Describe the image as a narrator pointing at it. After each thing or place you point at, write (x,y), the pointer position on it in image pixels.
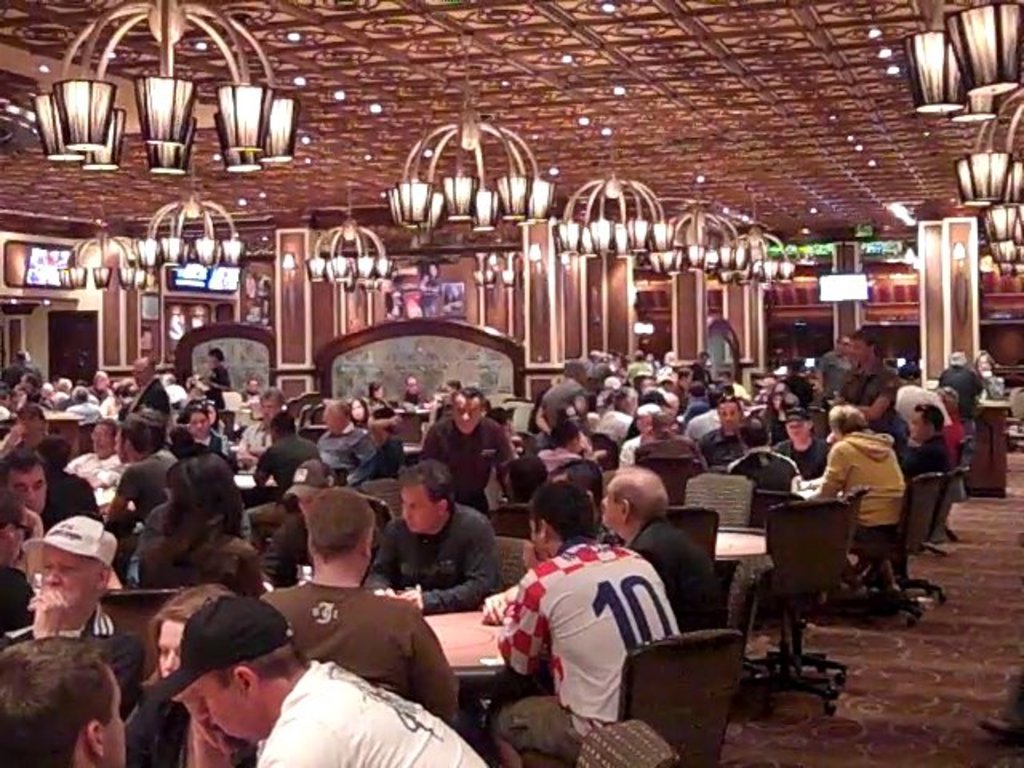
In this image we can see a few people (390,451), among them some people (387,619) are sitting on the chairs (753,500) and some people (873,383) are standing, there are some tables (478,627), pillars (926,316) and screens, also we can see some photo frames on the wall (239,297), at the top (177,44) we can see some lights (175,41) hanged to the ceiling (184,56).
